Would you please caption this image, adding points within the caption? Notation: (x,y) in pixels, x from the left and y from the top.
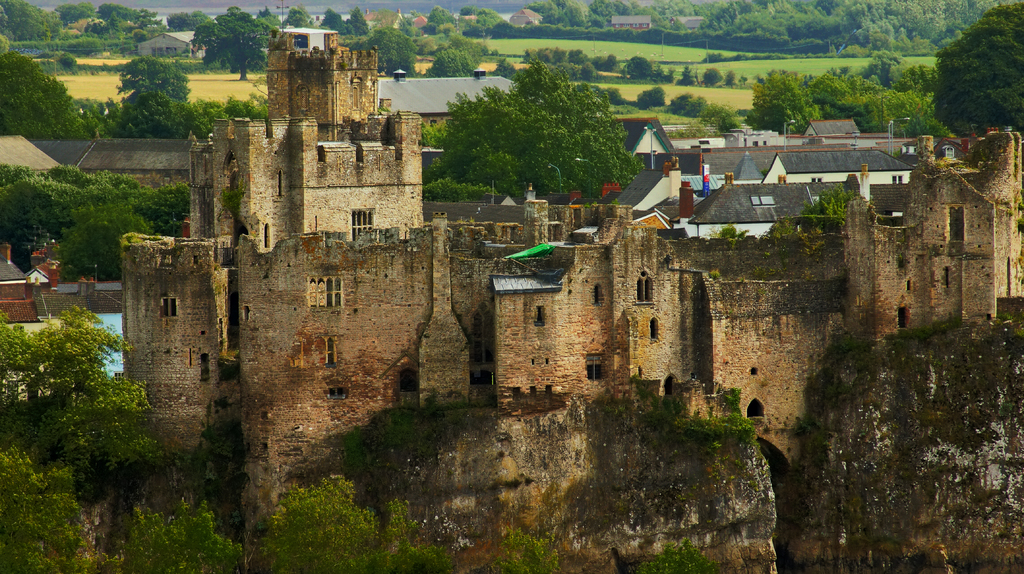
In this image there are buildings (409,273). In the background (206,119) there are trees (418,50), there's grass (688,59) on the ground (506,51) and there are houses (473,83). In the front (91,417) there are trees (144,454).
